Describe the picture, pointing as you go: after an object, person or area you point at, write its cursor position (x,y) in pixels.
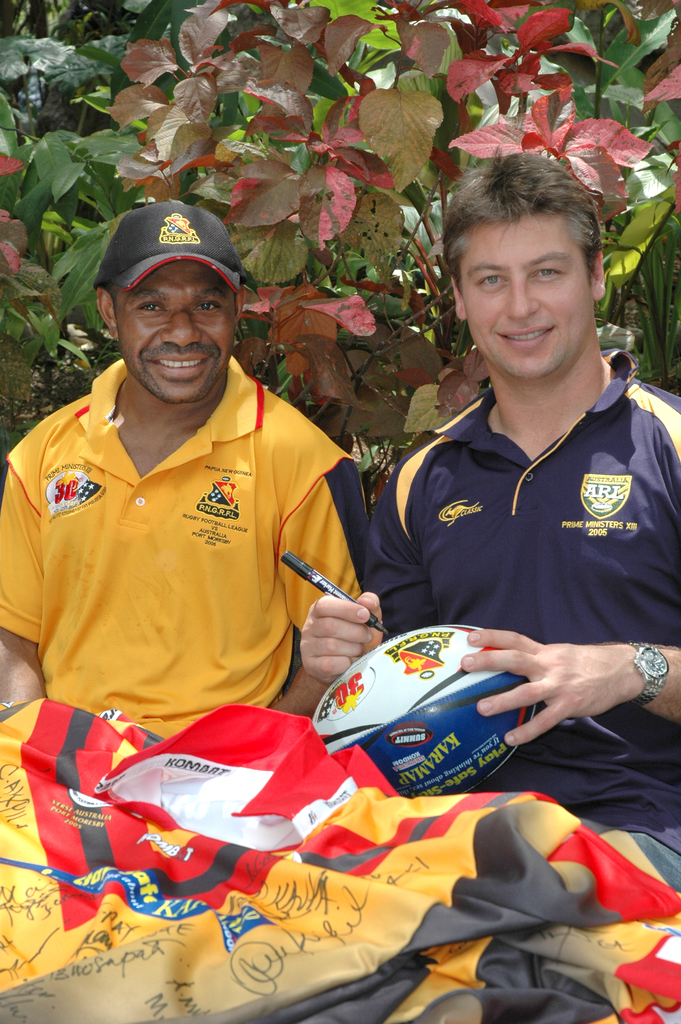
Here in this picture we can see two men (401,466) are sitting and they both are smiling. The man (564,530) with blue t-shirt (564,573) is catching a ball (429,682) and signing on it. In front of them there are some t-shirts (193,870). At the back of them there are some trees (352,115).
